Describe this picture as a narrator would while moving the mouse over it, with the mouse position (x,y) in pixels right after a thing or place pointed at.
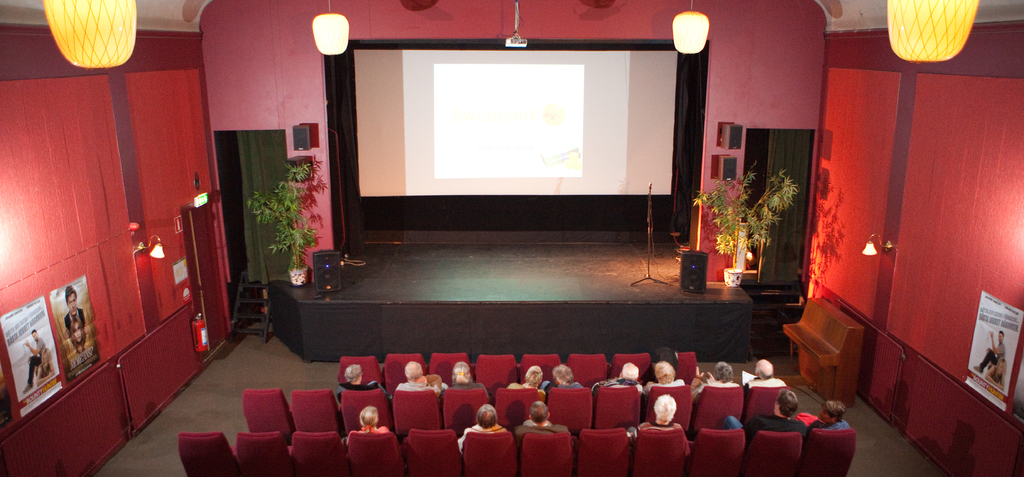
This picture is an inside view of an auditorium (393,291). In the center of the image (556,210) we can see screen (527,139), stage (342,302), speakers (337,286), pots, plants (744,242), curtain (777,152), ladder (258,290). At the top of the image (513,39) we can see lights (335,28), projector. On the left side of the image (169,245) we can see wall (178,295), poster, fire extinguisher (201,333), lamps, boards (201,203). At the bottom of the image (556,428) we can see some persons (540,379) are sitting on a chair (432,444) and we can see floor (216,393).
